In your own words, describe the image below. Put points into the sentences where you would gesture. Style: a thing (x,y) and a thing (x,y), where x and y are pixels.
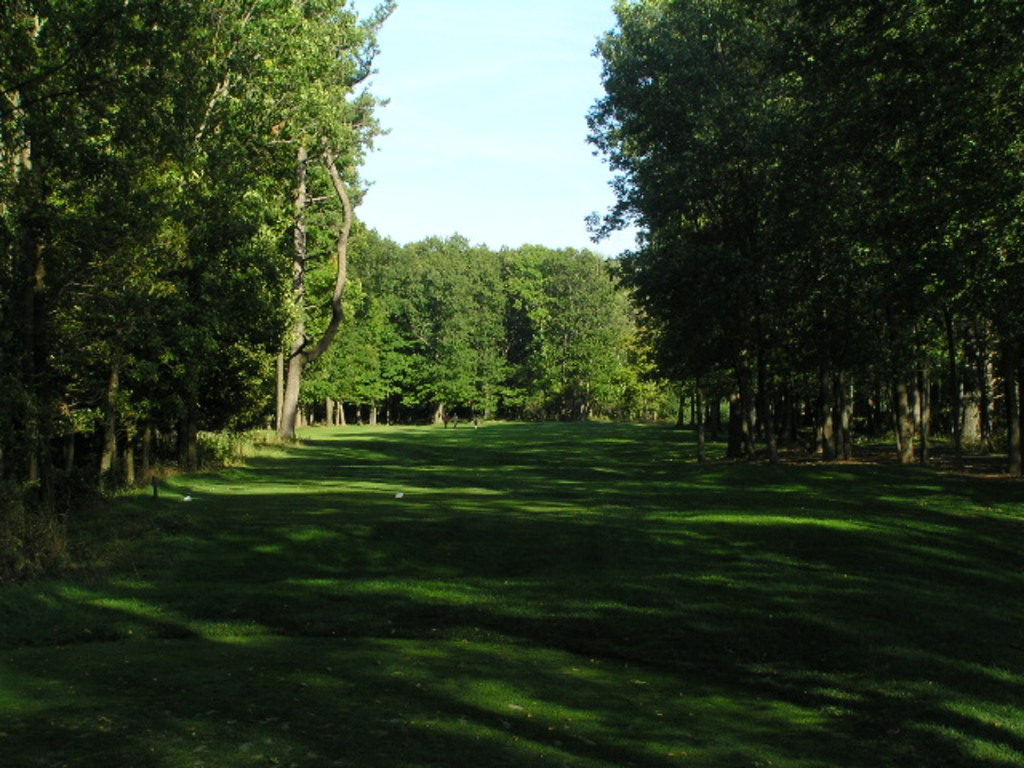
In the picture we can see a grass surface (927,635) on it on the either sides we can see many trees (19,340) and in the background (494,139) also we can see many trees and sky (446,160).
